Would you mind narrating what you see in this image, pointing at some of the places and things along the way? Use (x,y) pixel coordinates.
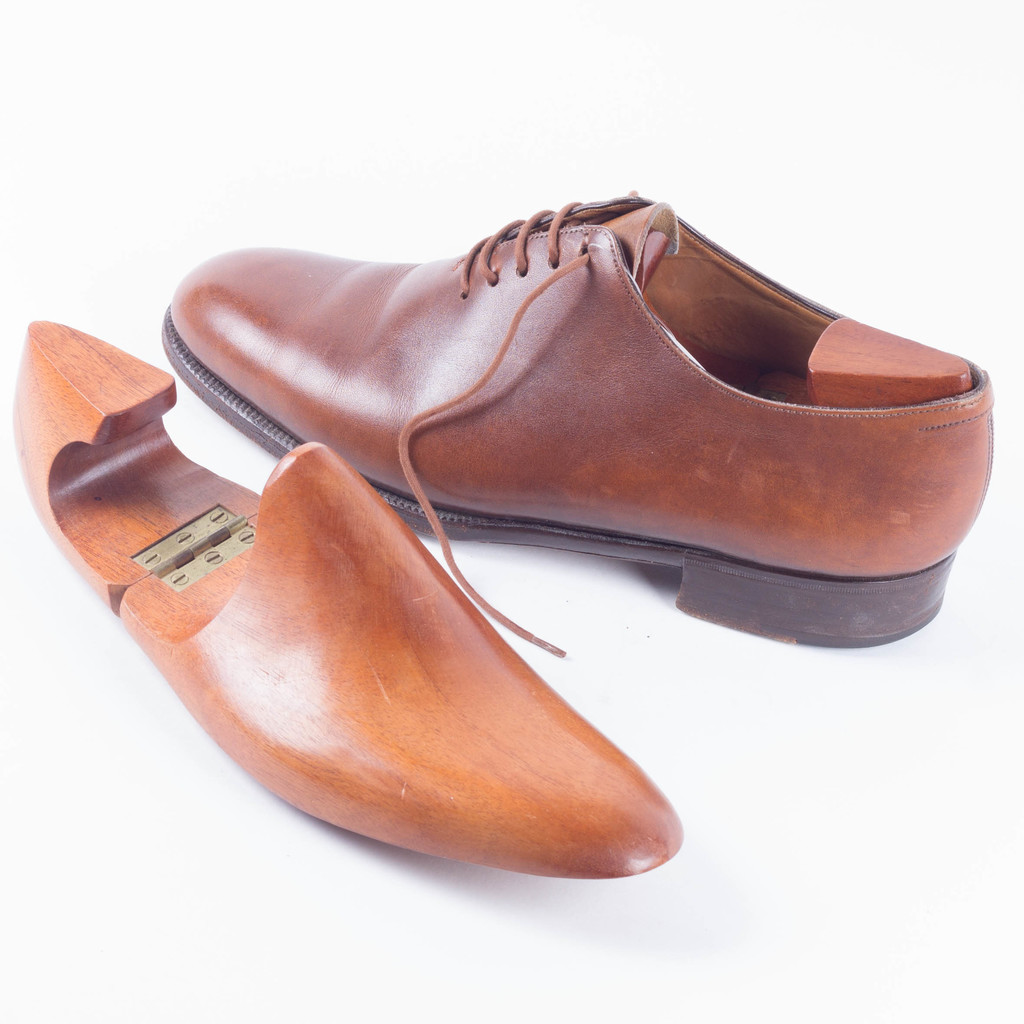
This picture shows a brown shoes (593,444) and a wooden piece (400,529) on the side and we see a white background (24,65).
